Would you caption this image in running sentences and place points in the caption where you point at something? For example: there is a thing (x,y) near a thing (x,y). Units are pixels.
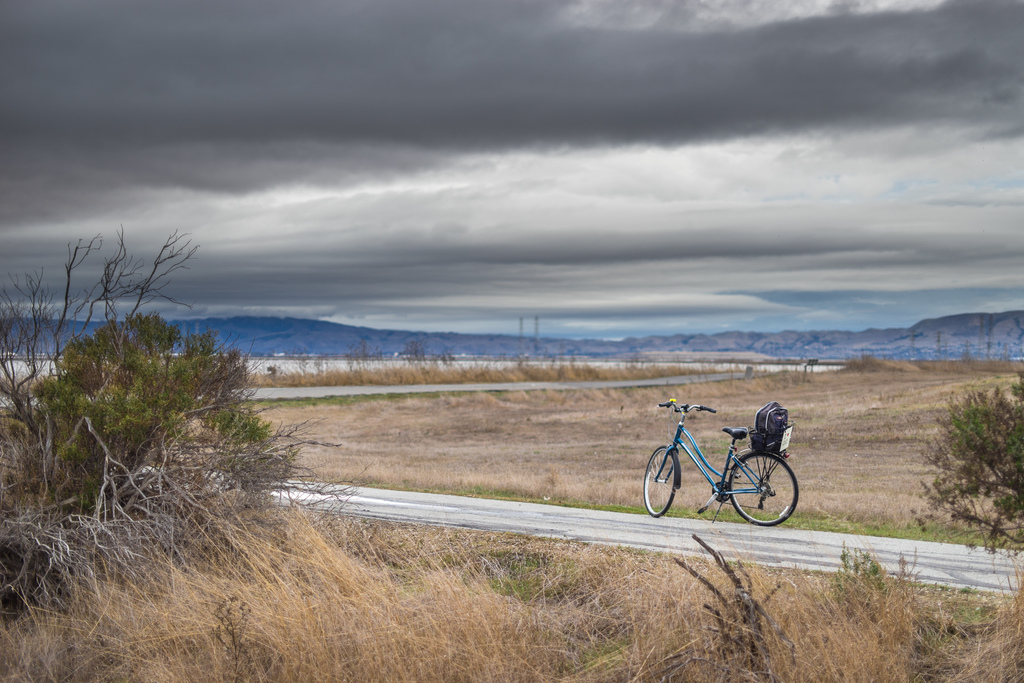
In this image in the front (340,516) there are plants (140,531) and there is dry grass (640,651). In the center (671,454) there is a bicycle (758,481) and on the bicycle (728,462) there is a bag (764,446) which is black in colour. In the background (440,356) there are mountains (486,336) and the sky (508,191) is cloudy and there is dry grass (618,375) on the ground (769,388).
